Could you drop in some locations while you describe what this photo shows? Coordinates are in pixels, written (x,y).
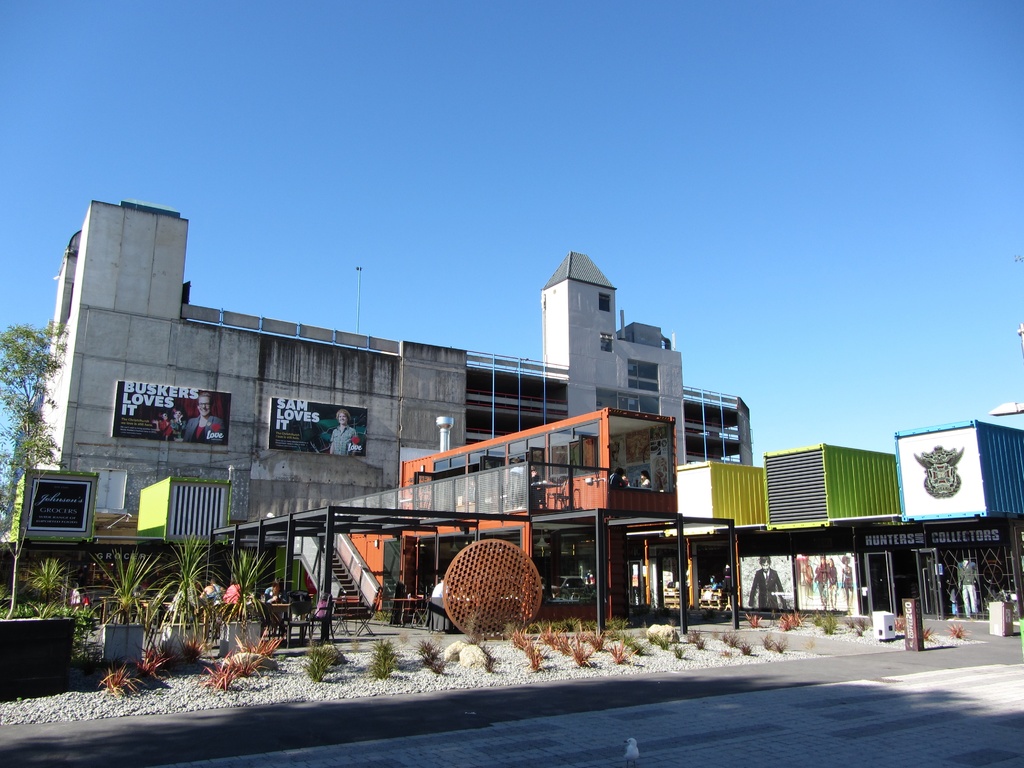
In this image in the center (472,457) there are some buildings (492,515), poles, flower pots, plants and some boards (347,428) on the building (253,417) and some people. At the bottom (551,708) there is road (864,671), and at the top (499,202) there is sky (763,179).
